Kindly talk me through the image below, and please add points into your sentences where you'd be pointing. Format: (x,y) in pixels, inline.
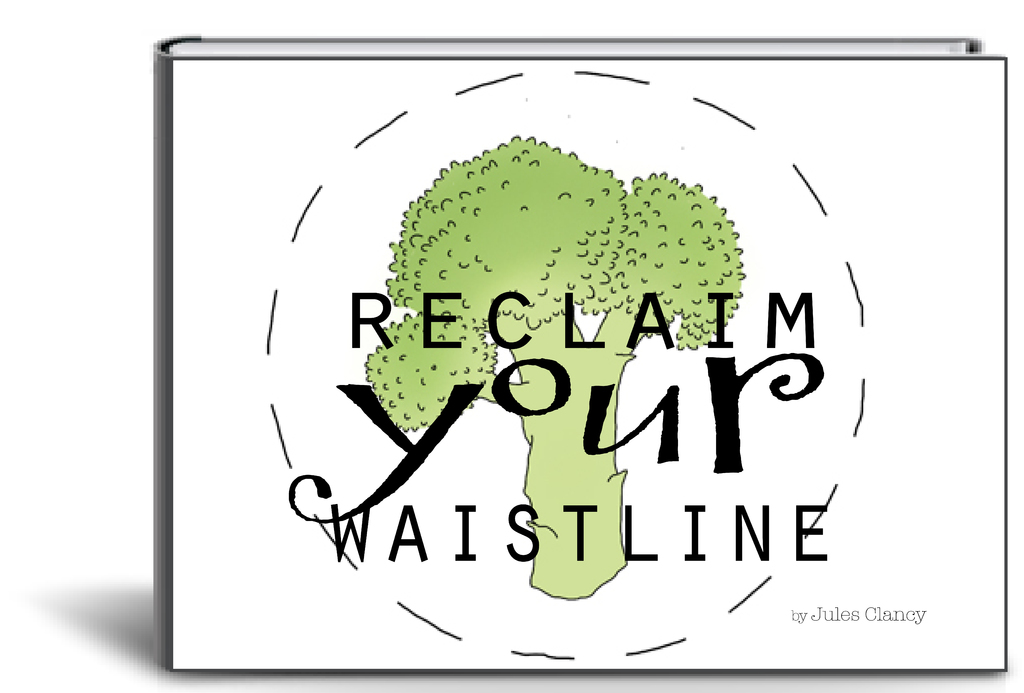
This is a graphic image. In this there is a book (500,379) on it is a painting (572,292) of a broccoli (573,271). Few texts (519,299) are there on the cover page (501,386).
